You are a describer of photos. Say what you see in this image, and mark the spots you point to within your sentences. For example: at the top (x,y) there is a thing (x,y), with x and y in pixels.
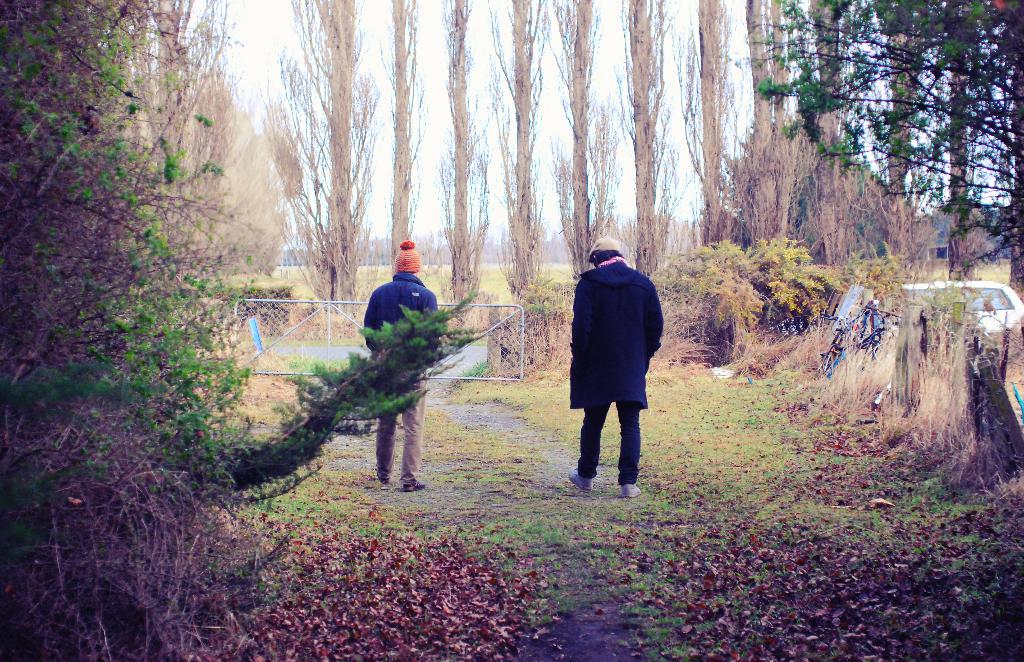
In this picture we can see two persons (570,360) in the middle (605,363), at the bottom (876,526) there is some grass (801,500) and leaves (711,591), on the right side (827,193) and left side (135,351) there are trees (147,341), in the background (768,241) we can see a gate (491,331) and some trees (595,147), there is the sky (508,33) at the top of the picture (479,16).
